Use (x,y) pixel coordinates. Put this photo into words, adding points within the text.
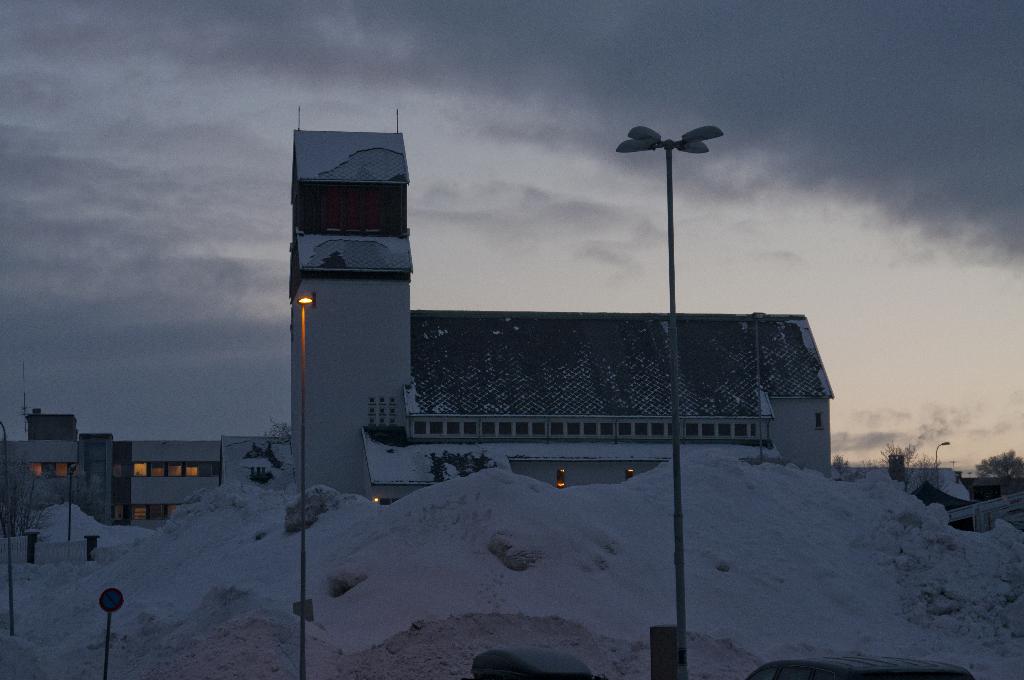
In this image I can see few light poles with lights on top of them, a pole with a sign board (109,605), snow (594,553) on the ground (777,566), few trees (1001,469) and few buildings (550,423). In the background (135,254) I can see the sky (663,220).
